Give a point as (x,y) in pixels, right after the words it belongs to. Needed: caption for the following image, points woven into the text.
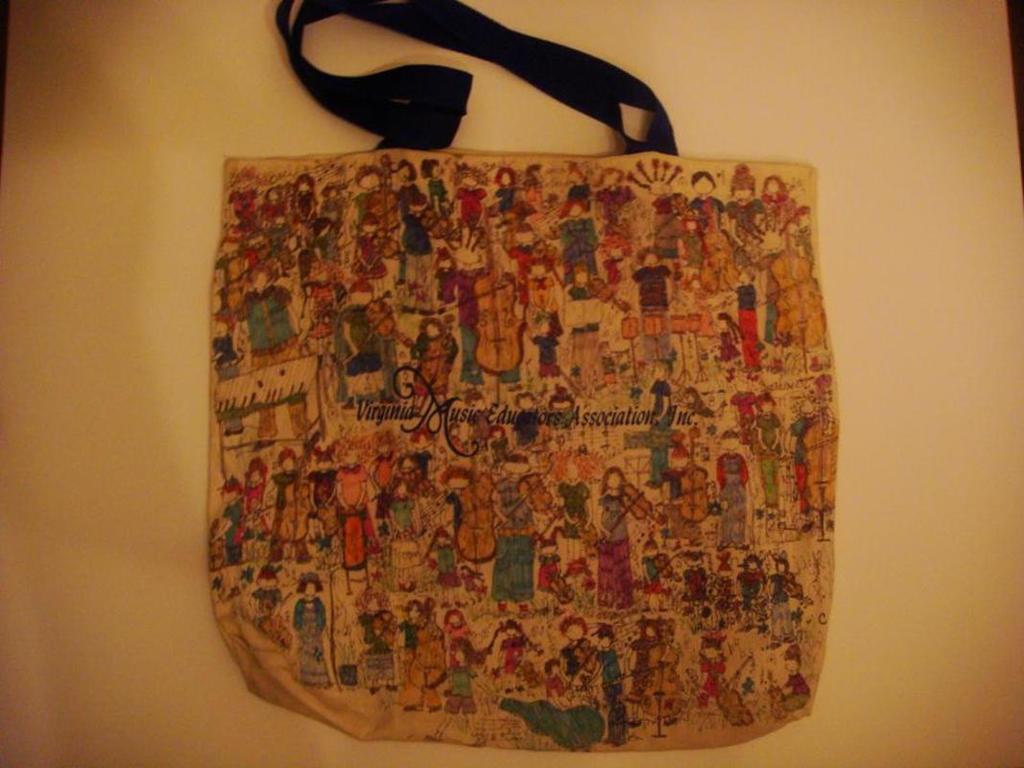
In the picture we can see a bag (488,481) which is of art (458,278) and paintings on it, in the background (99,204) we can see a cream white color.
